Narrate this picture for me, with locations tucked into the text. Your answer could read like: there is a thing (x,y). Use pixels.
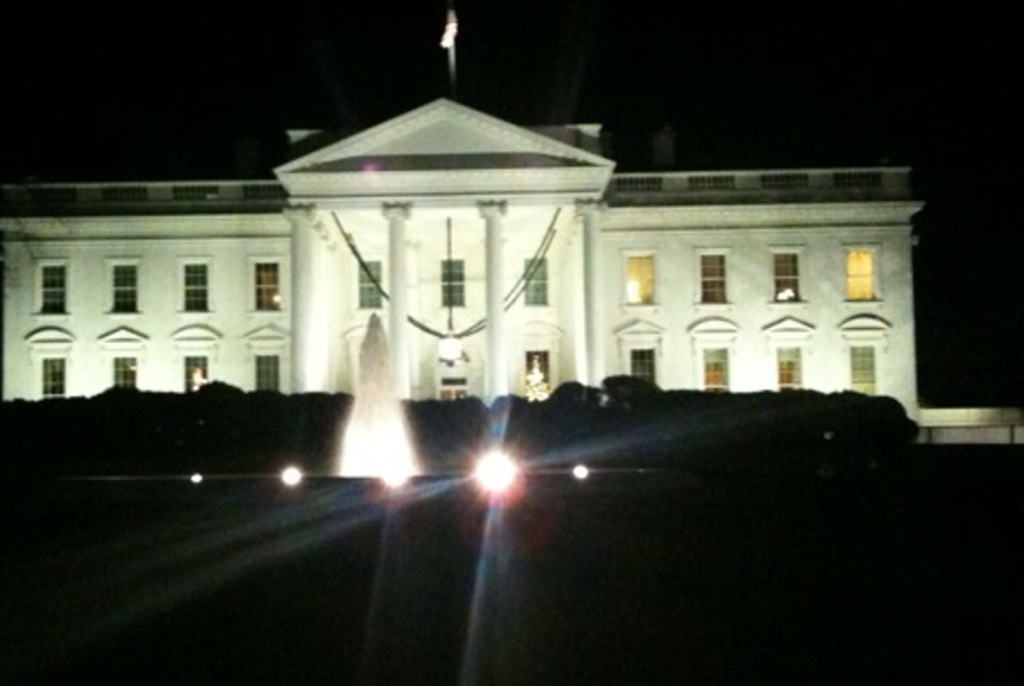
In the middle of the picture (407,435), we see the water fountain (387,383) and the lights (381,477). Behind that, we see the trees (655,415). At the bottom (373,494), it is black in color. Behind the trees (163,449), we see a building (396,206) in white color and we see a flag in white color. In the background (780,127), it is black in color. This picture might be clicked in the dark.
